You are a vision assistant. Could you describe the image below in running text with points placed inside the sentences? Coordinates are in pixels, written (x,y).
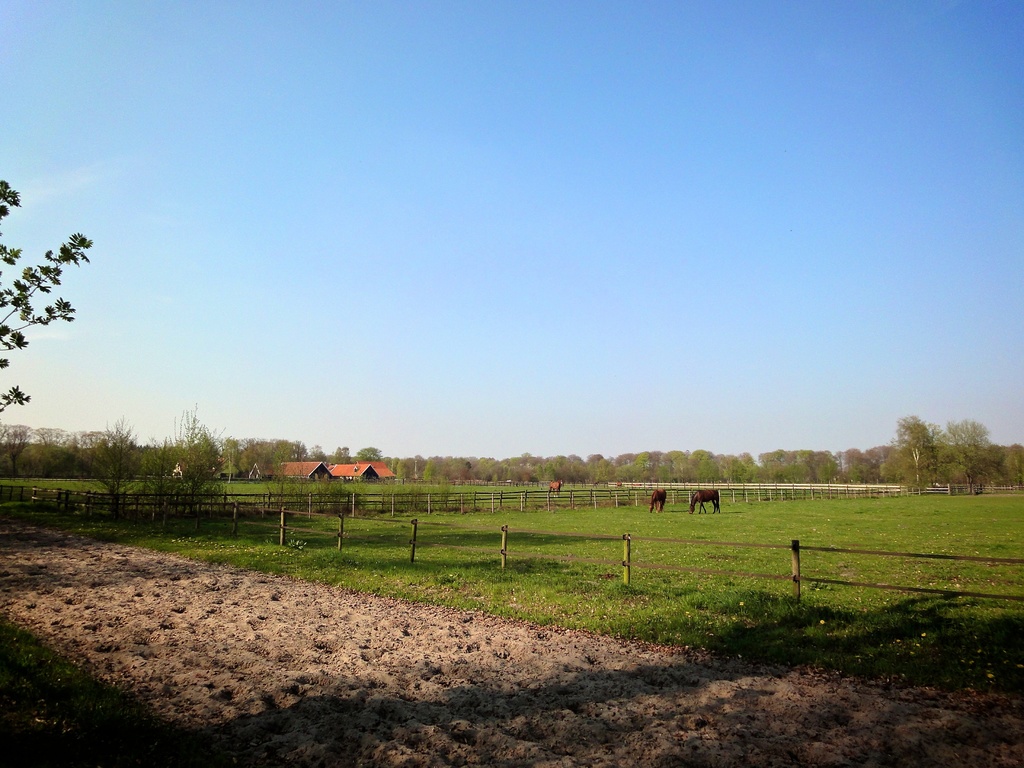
In this picture I can see grass (623,602), fence (729,545), there are animals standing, there are houses (332,464), trees (964,445), and in the background (633,250) there is sky (529,209).
